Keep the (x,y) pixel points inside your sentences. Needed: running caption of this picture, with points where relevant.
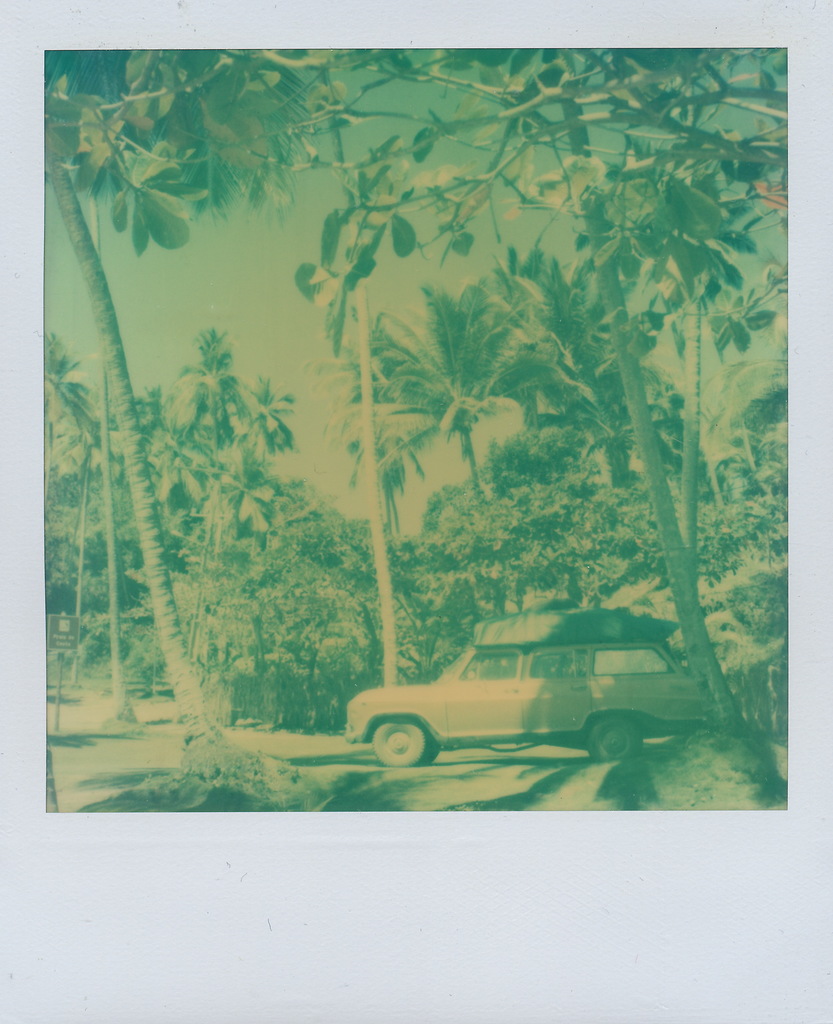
In this picture we can see the photo (701,466) on the wall (712,42). In that photo (747,298) we can see trees (747,548), plants (584,534), grass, sign board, car (578,721) and sky (317,251).
